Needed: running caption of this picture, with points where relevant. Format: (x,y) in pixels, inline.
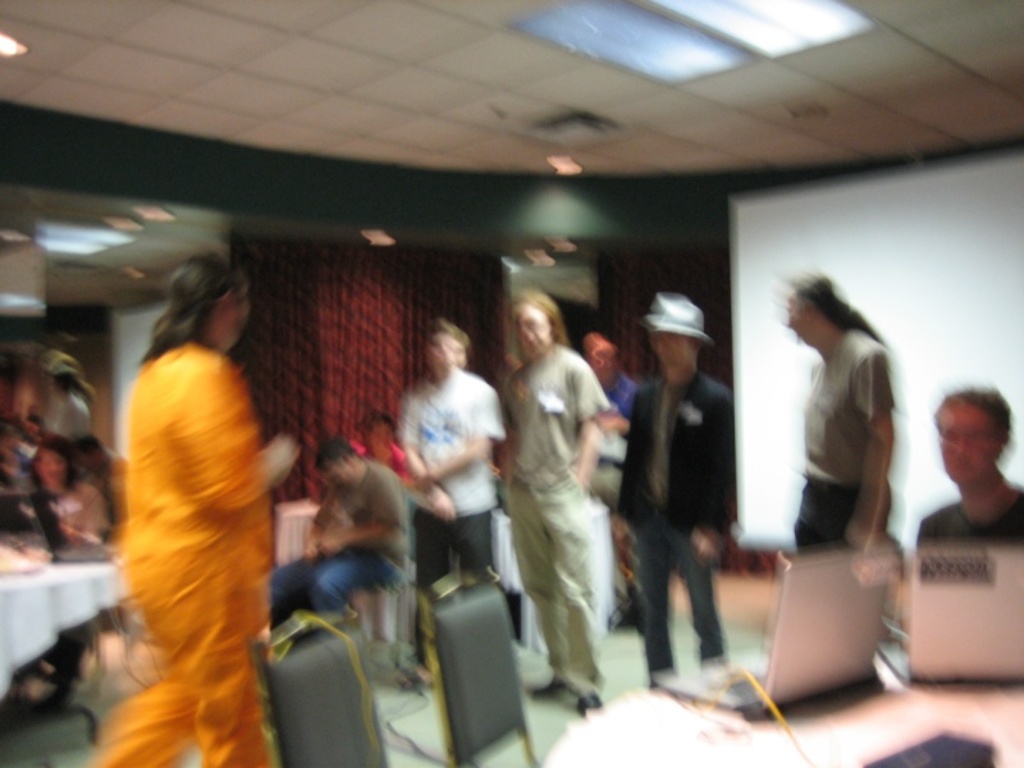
In this picture, we can see a blurred image, a few people (310,600), laptops (1011,576) on a desk (1022,714) and we can see projector screen (877,190), curtains (772,557), chairs (362,695) and we can see the roof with lights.
